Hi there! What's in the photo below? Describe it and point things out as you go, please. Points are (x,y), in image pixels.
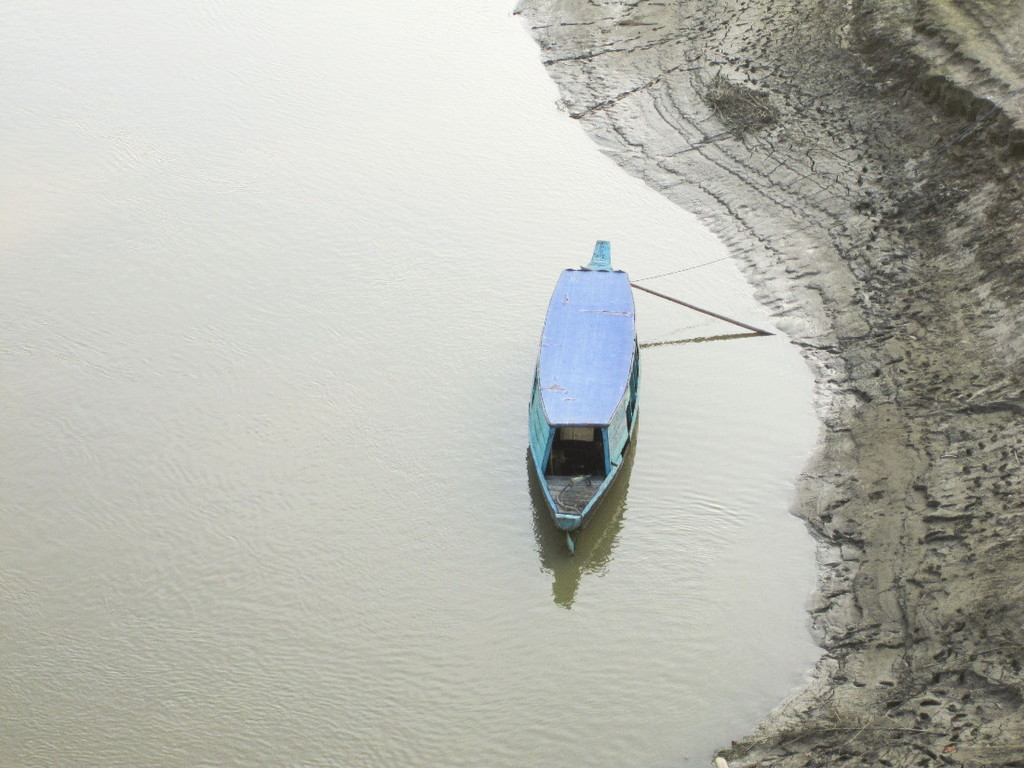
In this image we can see a boat (563,494) in the water (714,375), it is in blue color, here is the mud (966,363).
